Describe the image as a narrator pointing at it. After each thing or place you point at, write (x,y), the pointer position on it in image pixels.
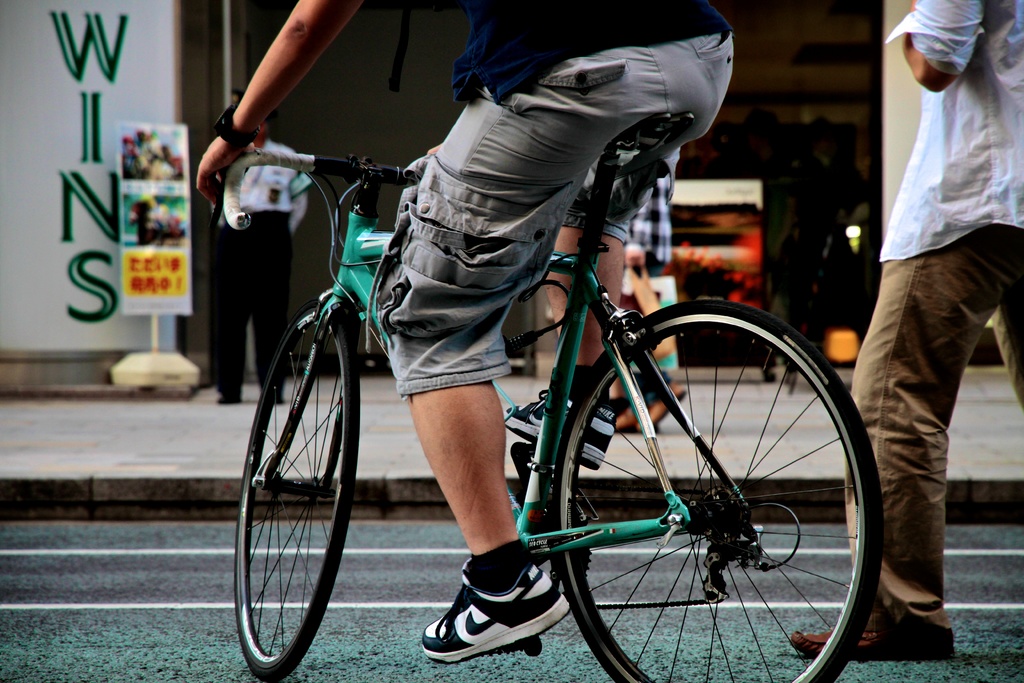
In the image we can see there is a person (498,162) sitting on a bicycle (741,499) and there is another person (928,377) who is standing on the road (223,682) and on the footpath (195,410) there are people (243,295) who are standing and on the pillar (39,254) there it's written "WINS".
